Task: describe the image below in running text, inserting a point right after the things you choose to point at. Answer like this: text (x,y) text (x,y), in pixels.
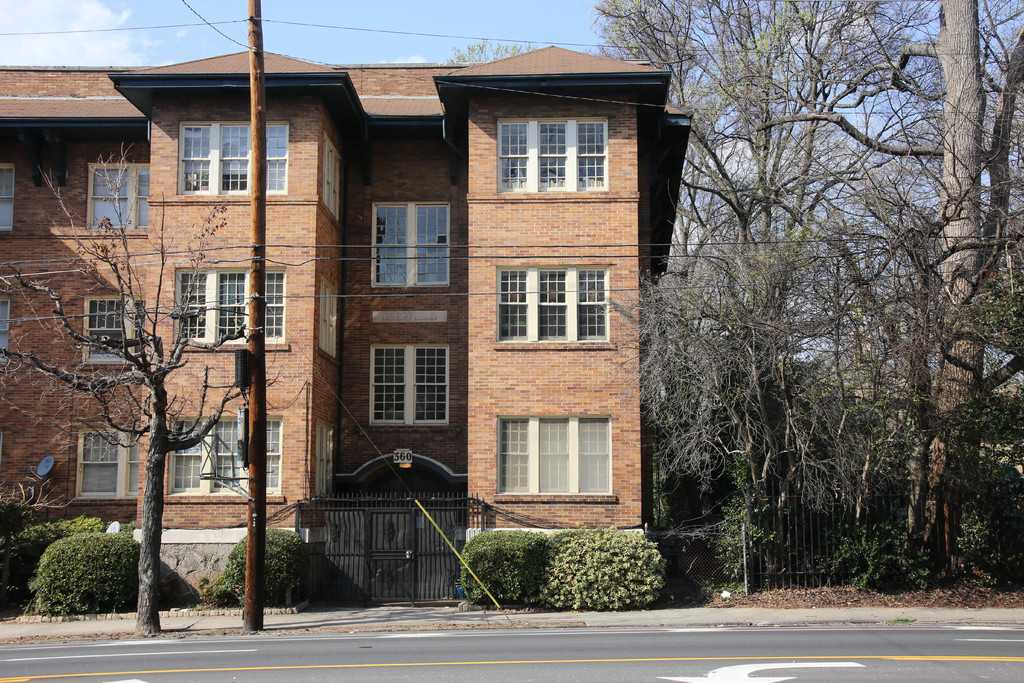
In this picture we can see the road (374,650), beside this road (338,640) we can see a building (661,259), trees (674,259), plants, pole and some objects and in the background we can see sky (1016,19) with clouds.
